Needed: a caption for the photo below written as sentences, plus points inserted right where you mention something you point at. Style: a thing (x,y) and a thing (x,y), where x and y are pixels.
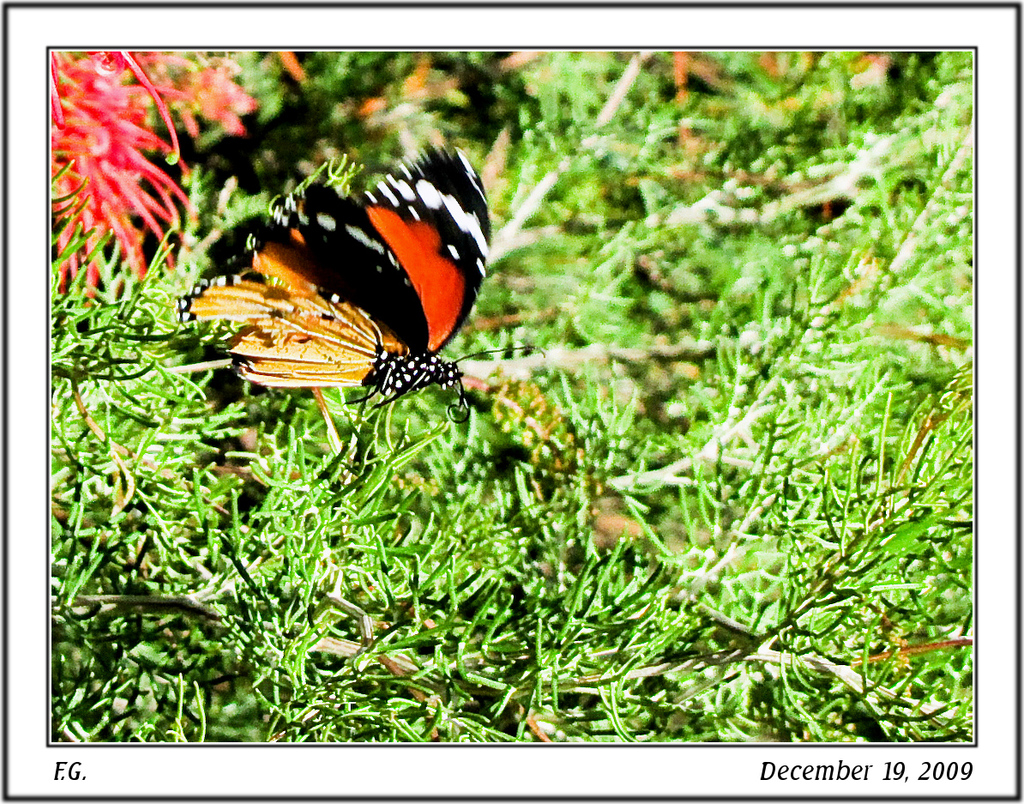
In this picture we can see a butterfly (296,269), flower (99,99) and leaves (596,577) are present.
